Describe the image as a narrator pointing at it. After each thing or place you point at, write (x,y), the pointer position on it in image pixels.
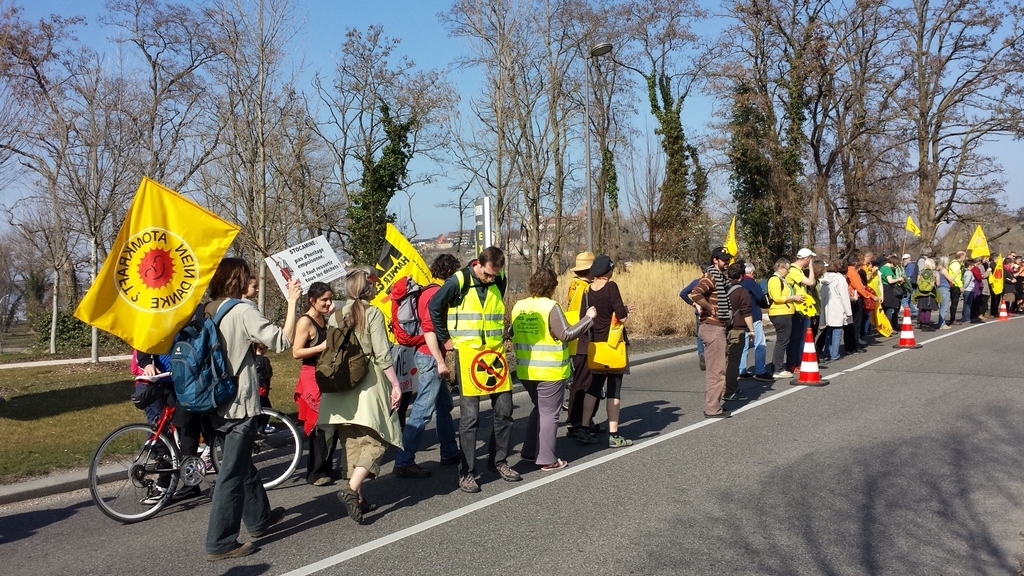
In this image are people (450,434) standing on a road (742,415) holding flags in their hands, in the background (992,124) there are trees (57,260).
